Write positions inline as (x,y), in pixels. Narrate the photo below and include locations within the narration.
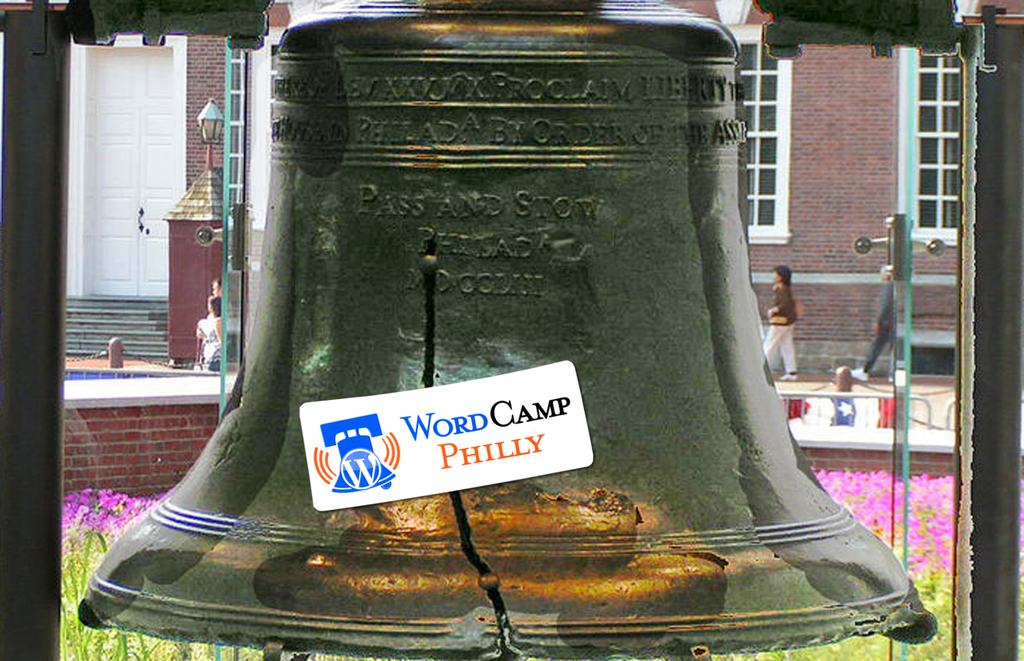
In this picture there is a bell (424,312) which has a crack (429,330) and something written on it and there are few persons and a building (825,135) in the background (806,135).
